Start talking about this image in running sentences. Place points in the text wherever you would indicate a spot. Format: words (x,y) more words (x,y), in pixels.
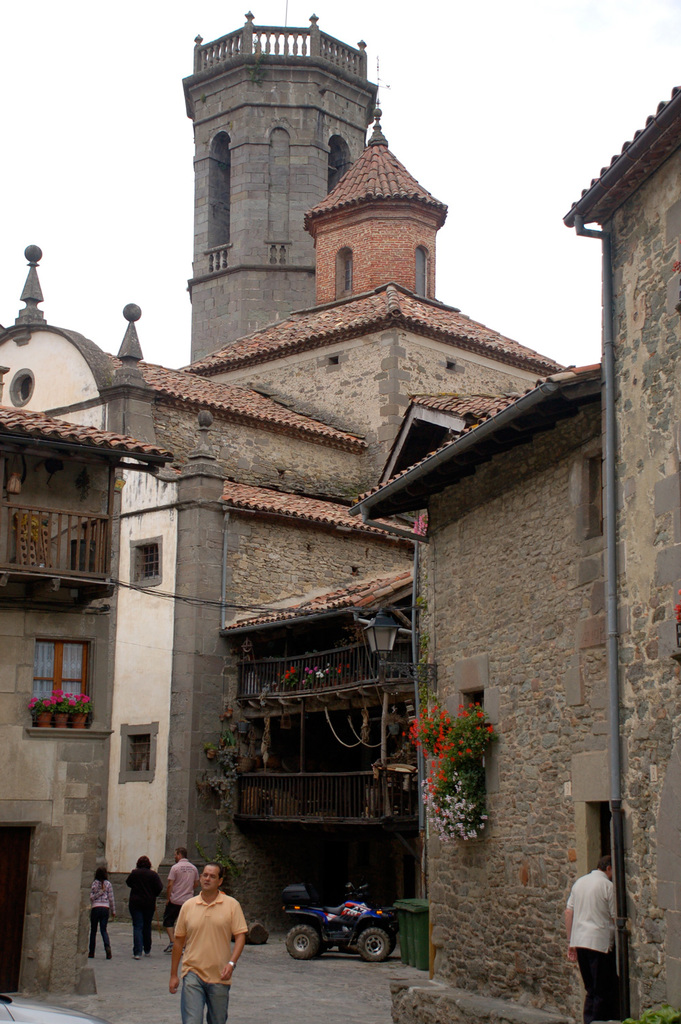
There are some persons (213,1023) at the bottom of this image (104,889) and there is a bike (326,928) as we can see in the middle of this image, and there is a building (345,721) in the background (322,716). There is a sky (307,10) at the top of this image (499,146).
